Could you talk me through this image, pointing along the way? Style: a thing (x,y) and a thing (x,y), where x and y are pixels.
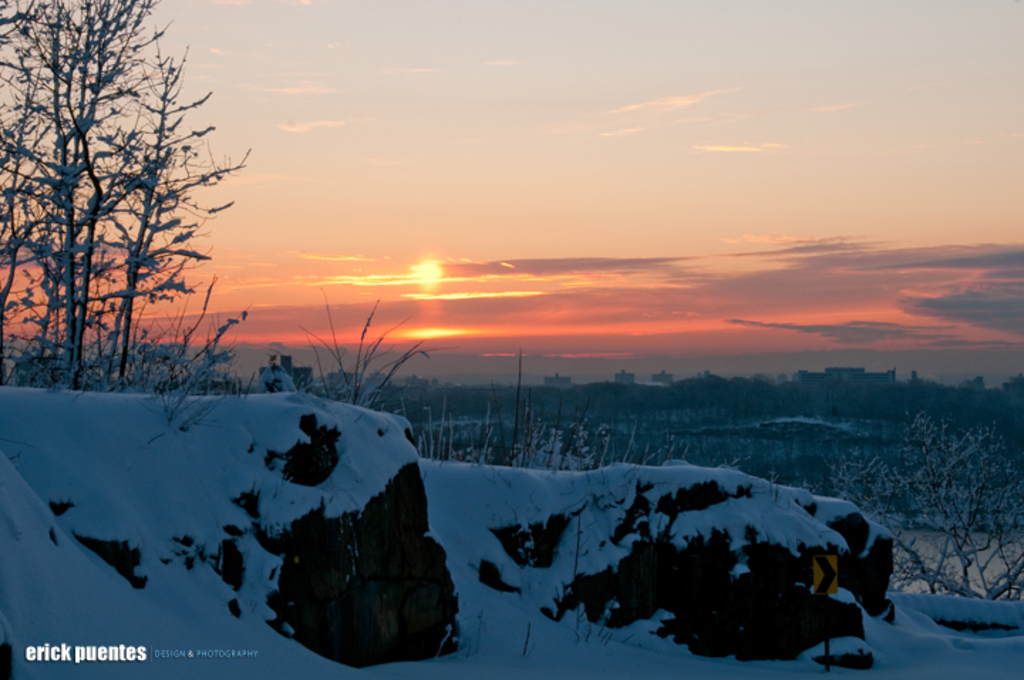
In the image I can see the snow (114,417) and trees (641,402). There is a sky (480,244) on the top of this image (518,216).
